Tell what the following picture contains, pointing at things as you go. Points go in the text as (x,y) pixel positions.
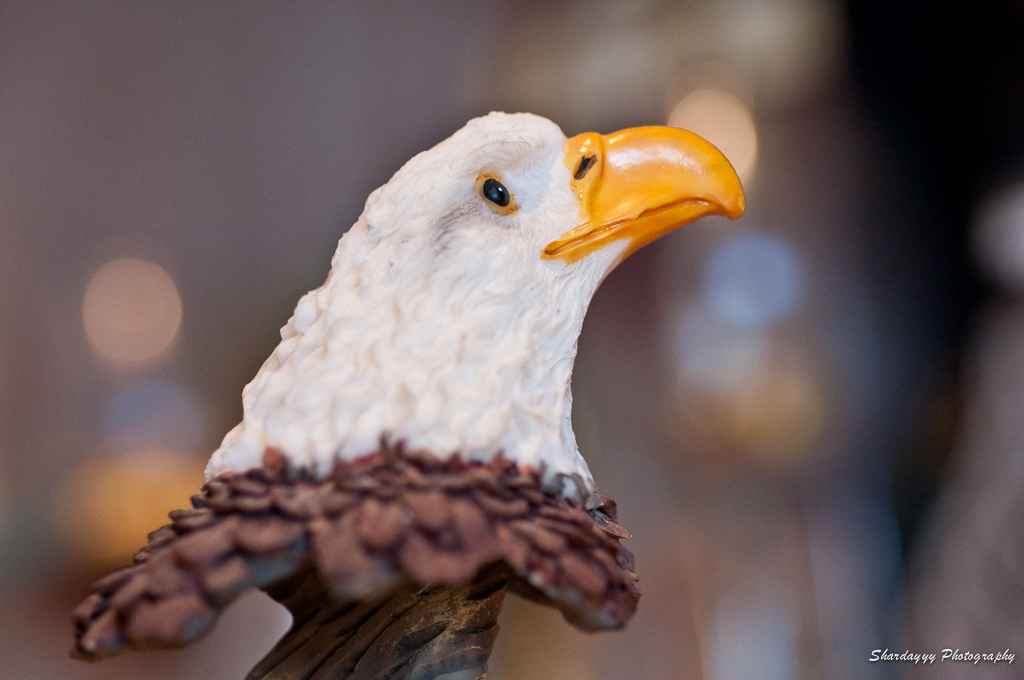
Here in this picture we can see a statue (314,430) of an eagle (87,635) present over there.
